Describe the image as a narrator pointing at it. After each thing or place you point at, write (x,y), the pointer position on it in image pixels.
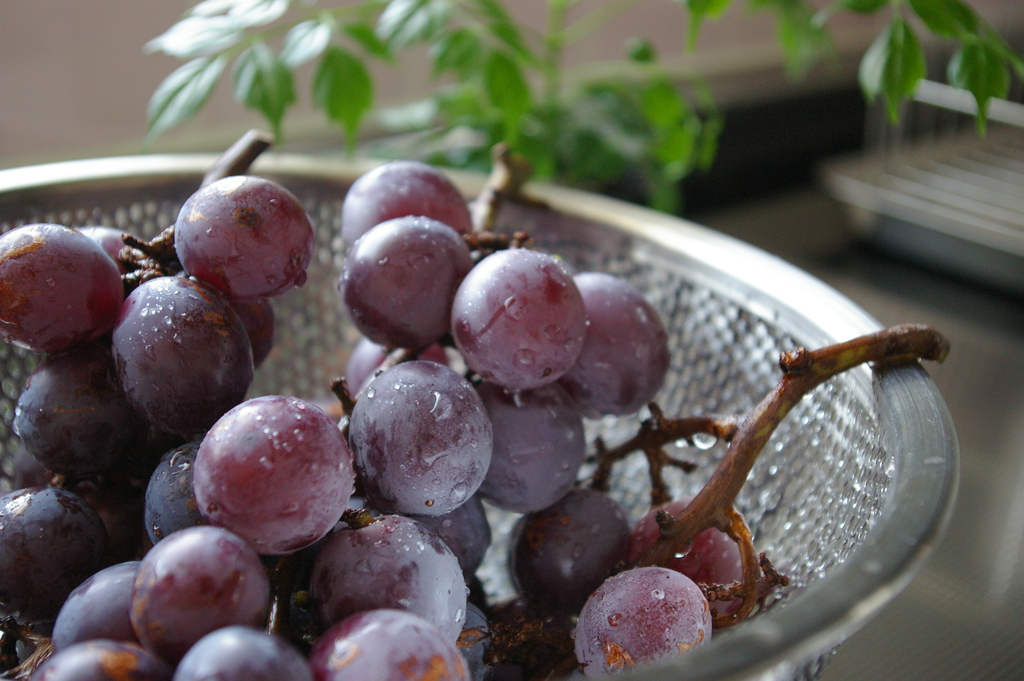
In the center of the image (528,413) there is a bowl (559,189) with grapes (476,411) in it. At the background of the image (560,178) there is some plant (605,117).
